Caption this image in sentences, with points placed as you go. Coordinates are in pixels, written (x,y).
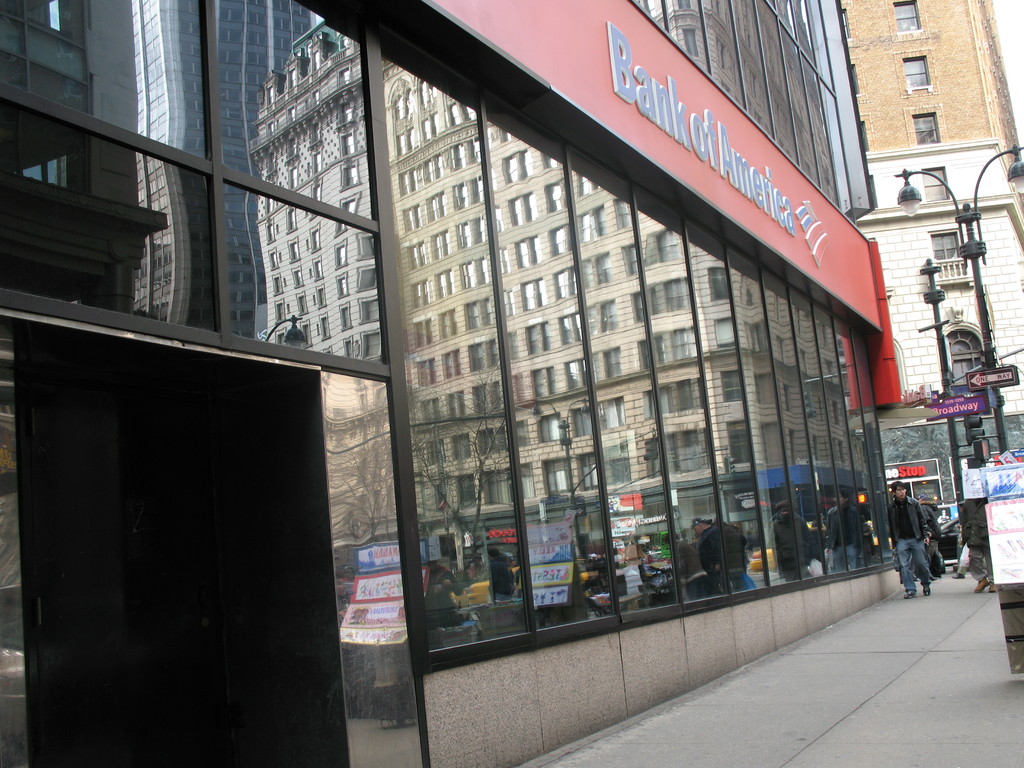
There is a glass building (557,422) in the center of the image (646,325), as we can see a board (543,58), on which it is written as '' Bank of america'' and there are lamp poles (961,505), people (899,526), buildings (940,155), and a car (950,535) on the right side of the image (944,423) and there are trees (380,472), buildings (555,363), and posters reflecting on the mirrors (551,401).
